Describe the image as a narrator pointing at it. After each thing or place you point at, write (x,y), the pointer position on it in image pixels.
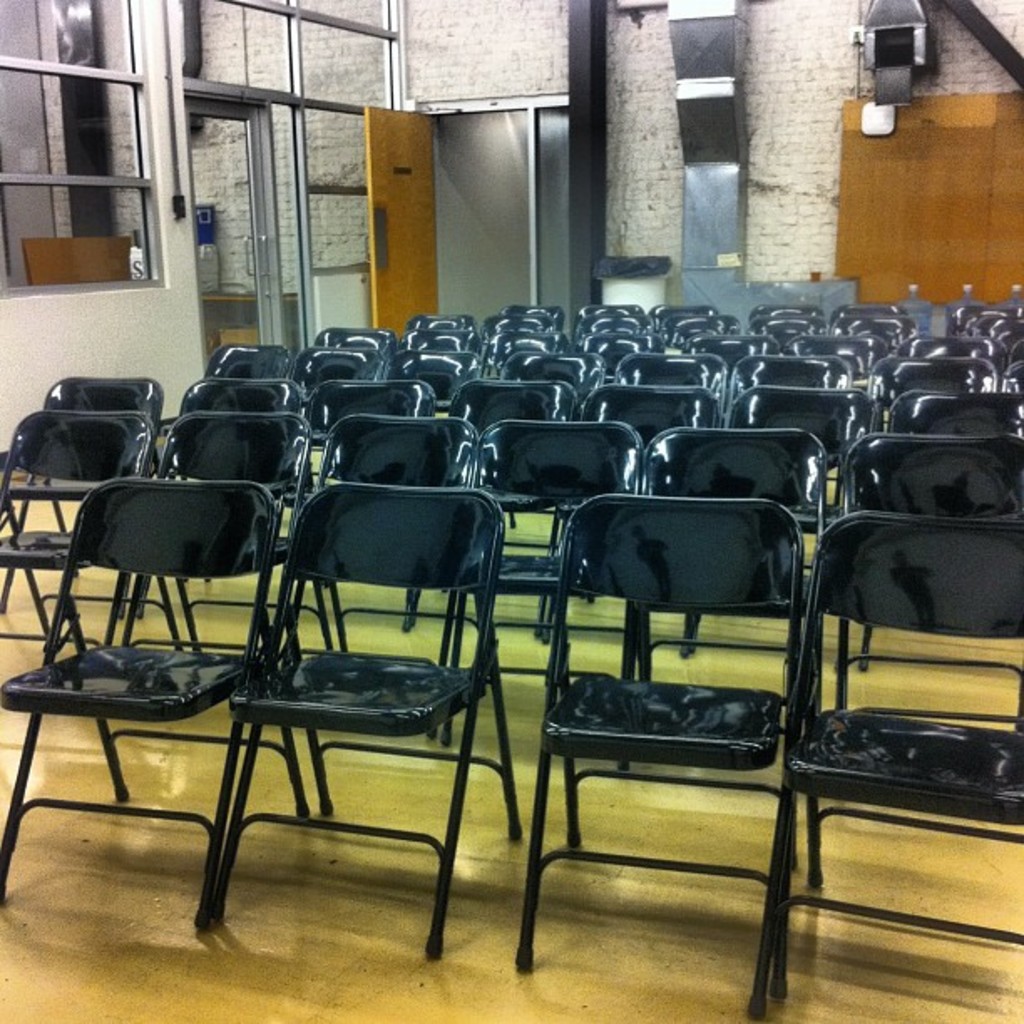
In this picture we can see some chairs (594,317). Behind the chairs (898,308) there are some water tins (921,322). There are doors (214,265) and glass windows (325,163) beside the chairs (612,427).
